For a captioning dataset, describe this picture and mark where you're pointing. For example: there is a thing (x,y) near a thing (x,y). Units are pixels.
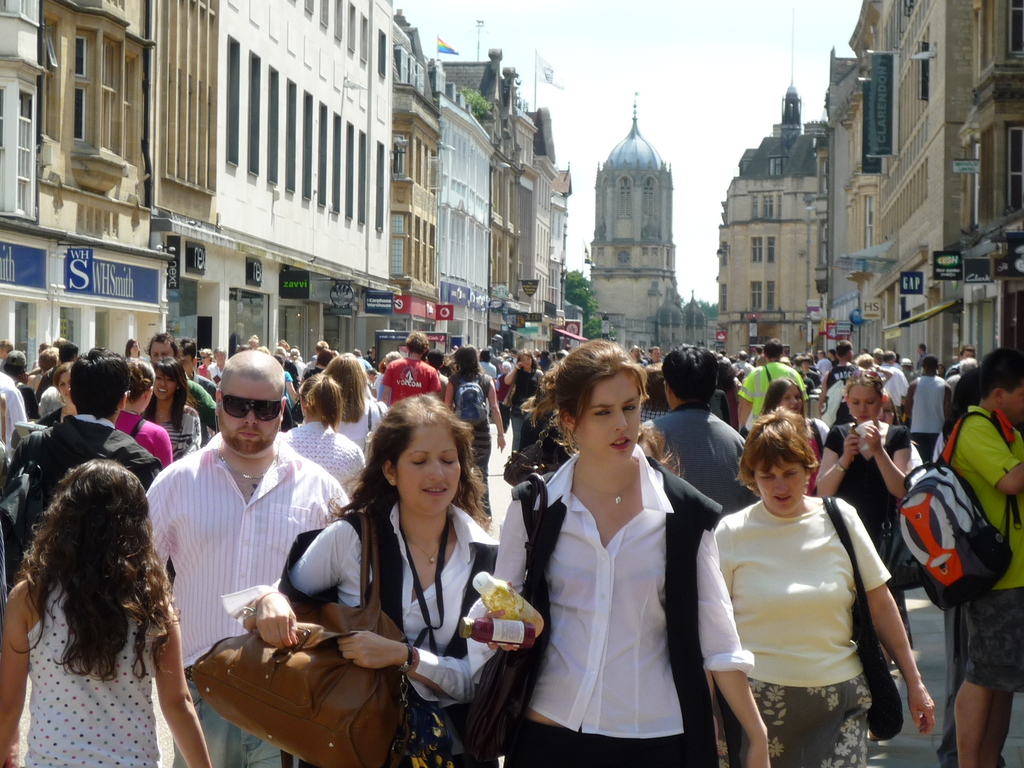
In this picture I can see buildings (94,24) and couple of flags (542,60) on the buildings (492,80) and few people (472,435) walking and few are standing and I can see few people (375,636) wore bags (916,534) and I can see trees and a cloudy Sky (620,129).
